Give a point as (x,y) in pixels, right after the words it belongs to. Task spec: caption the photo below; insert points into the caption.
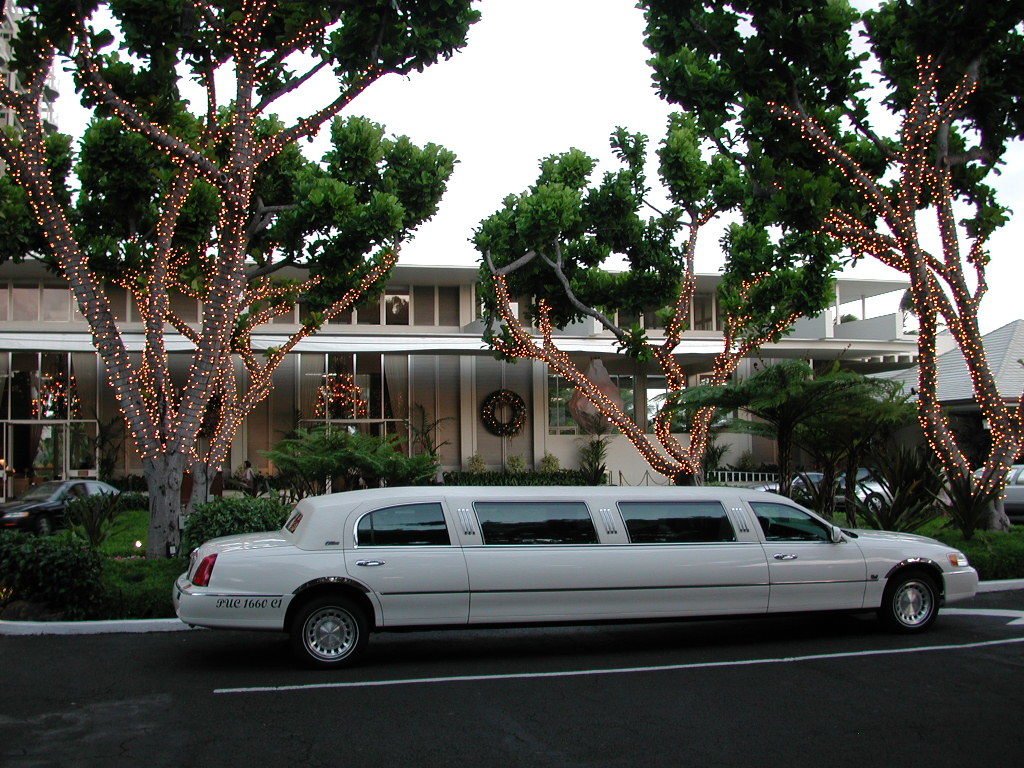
In this picture we can see a car (861,548) on the road (464,656). There are a few plants (66,539) and some light (157,362) are visible on the trees (172,204). Some grass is visible on the ground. There are a few vehicles (56,488) seen on the right (817,509) and left side of the image (20,516). There is a building (560,382). We can see some lights (560,370) on plants (349,394) and a garland (505,424) is visible in the building (705,382). We can see another building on the left side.
